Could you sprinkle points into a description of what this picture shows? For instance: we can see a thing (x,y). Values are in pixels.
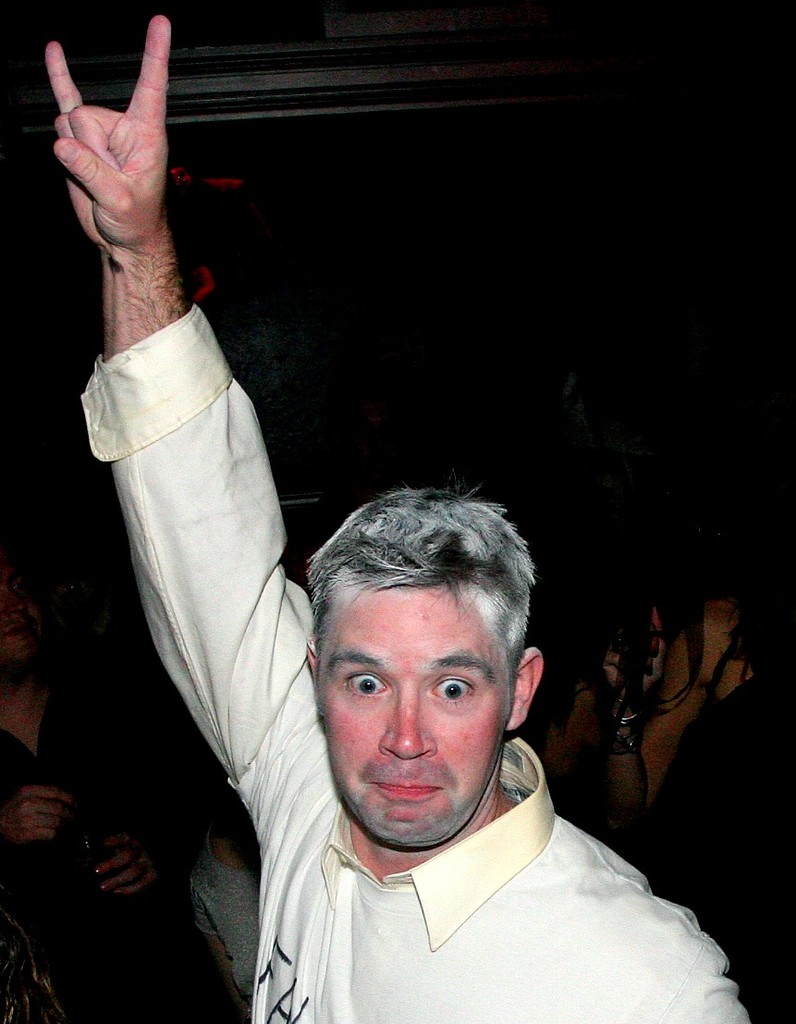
A man (289,802) is raising his right hand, he wore t-shirt (404,927), shirt (228,578).
